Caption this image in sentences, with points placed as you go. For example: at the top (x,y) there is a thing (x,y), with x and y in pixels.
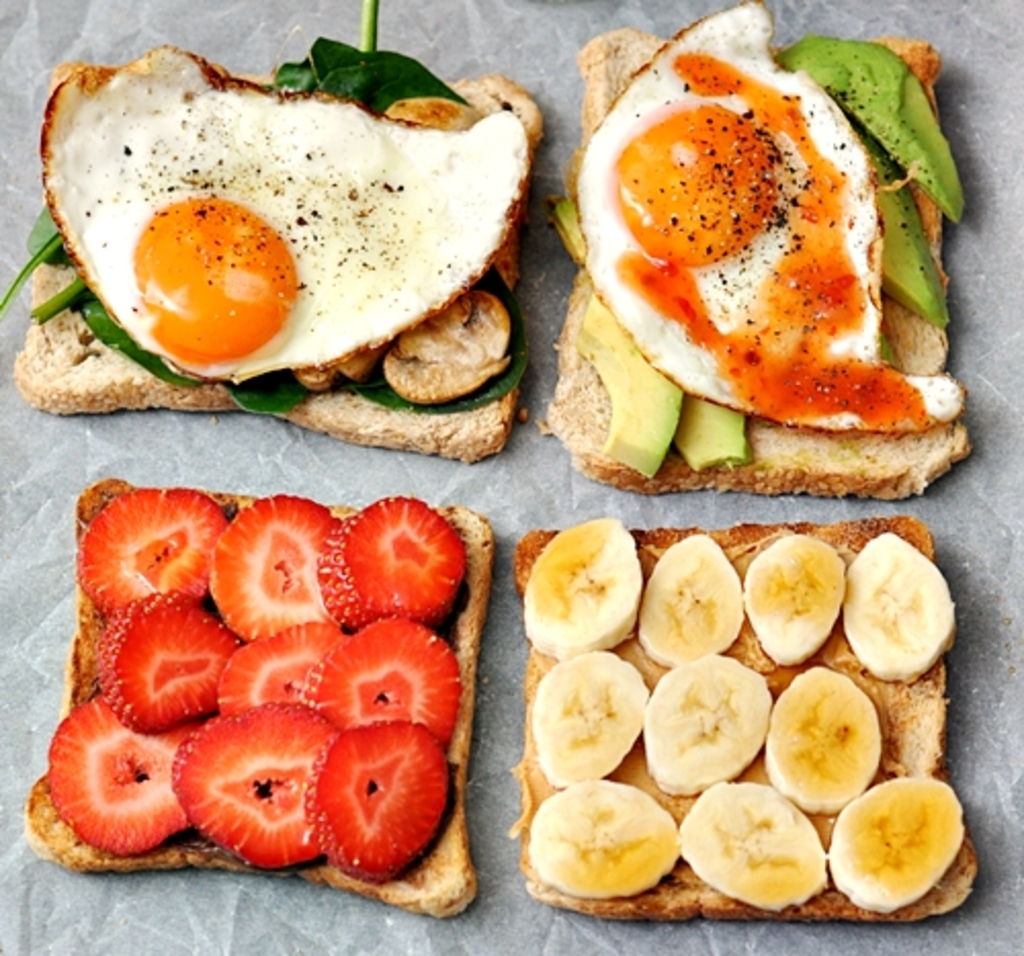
In this image I can see few food items (337,586), they are in brown, red, cream and green color and I can see grey color background.
